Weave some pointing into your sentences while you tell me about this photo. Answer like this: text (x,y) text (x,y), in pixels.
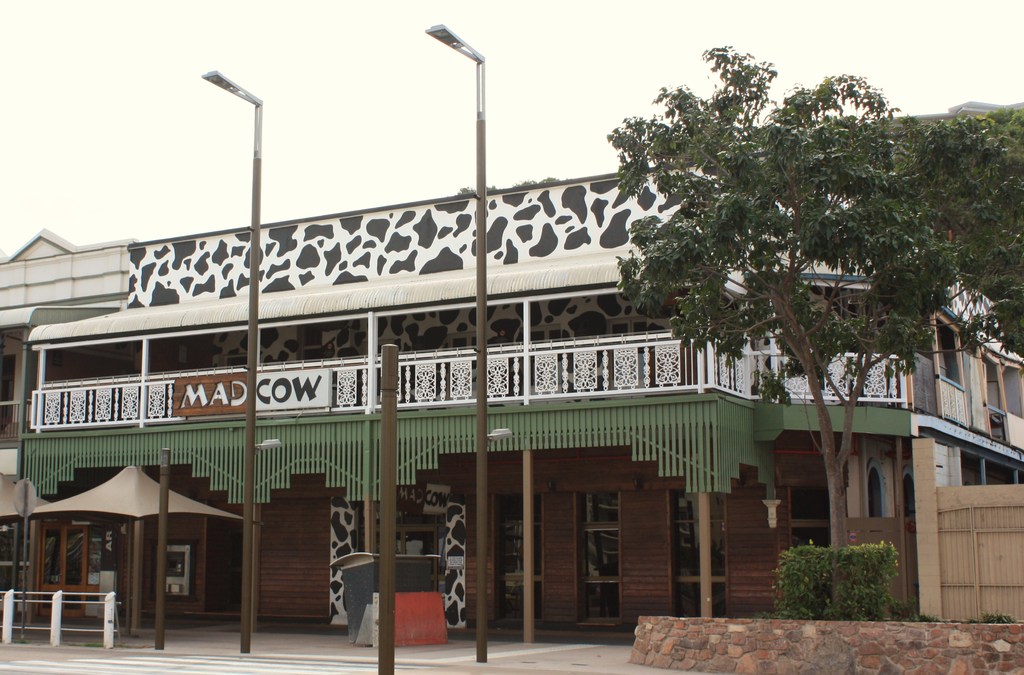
In this picture I can observe a building (352,318). There are some poles (251,521) in the middle of the picture (478,269). On the right side (885,233) there are trees (835,305) and plants (845,569) on the ground (592,638). In the background (623,124) there is a sky (320,98).
